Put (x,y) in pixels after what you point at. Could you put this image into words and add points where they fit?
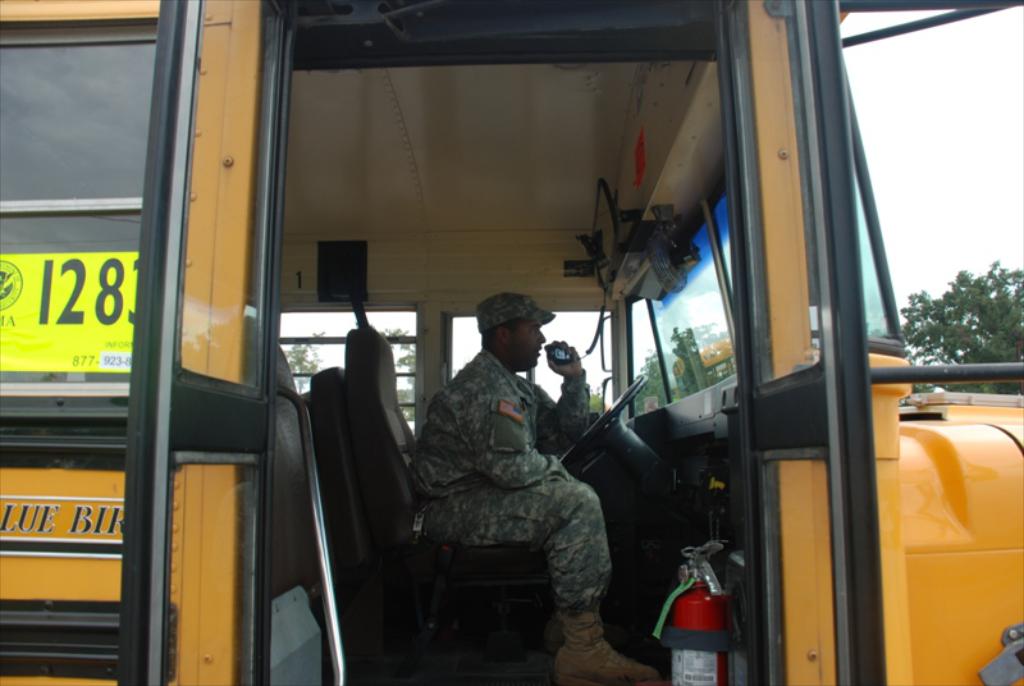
In this image in the front (704,551) there is a vehicle (502,557) and inside the vehicle (266,468) there is a man (511,436) sitting. In the background (961,358) there are trees (989,354). On the left side (40,518) on the vehicle (40,387) there is some text (65,525) and there are some numbers (69,323) written on it.
